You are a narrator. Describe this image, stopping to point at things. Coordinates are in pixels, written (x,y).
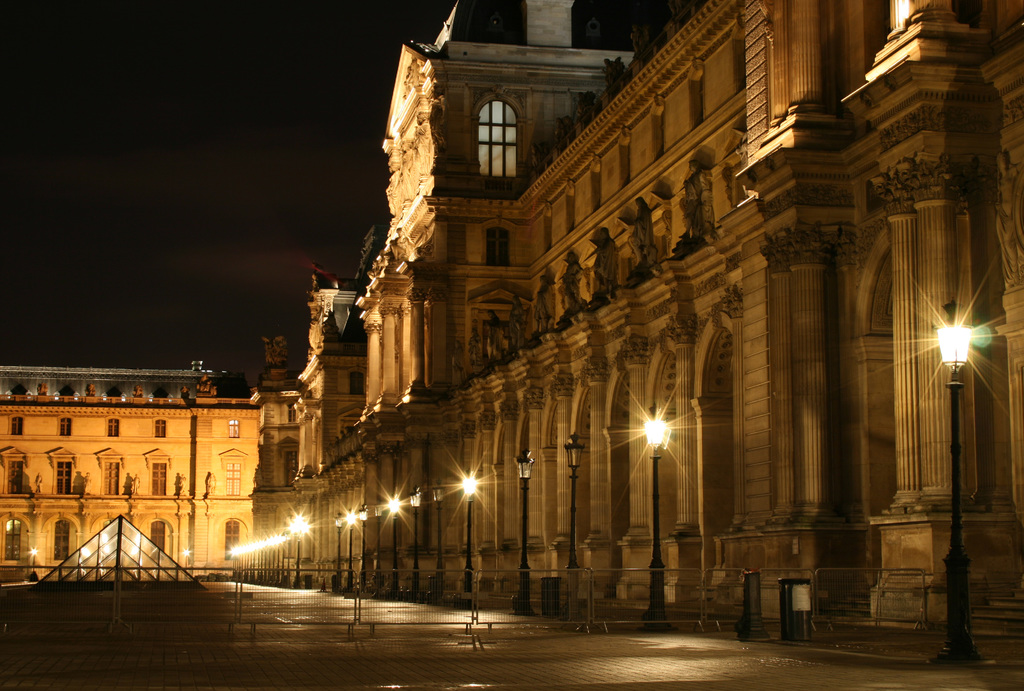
In this picture I can see a building (478,404), there are sculptures (649,219), poles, lights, barriers (606,578) and dustbins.
